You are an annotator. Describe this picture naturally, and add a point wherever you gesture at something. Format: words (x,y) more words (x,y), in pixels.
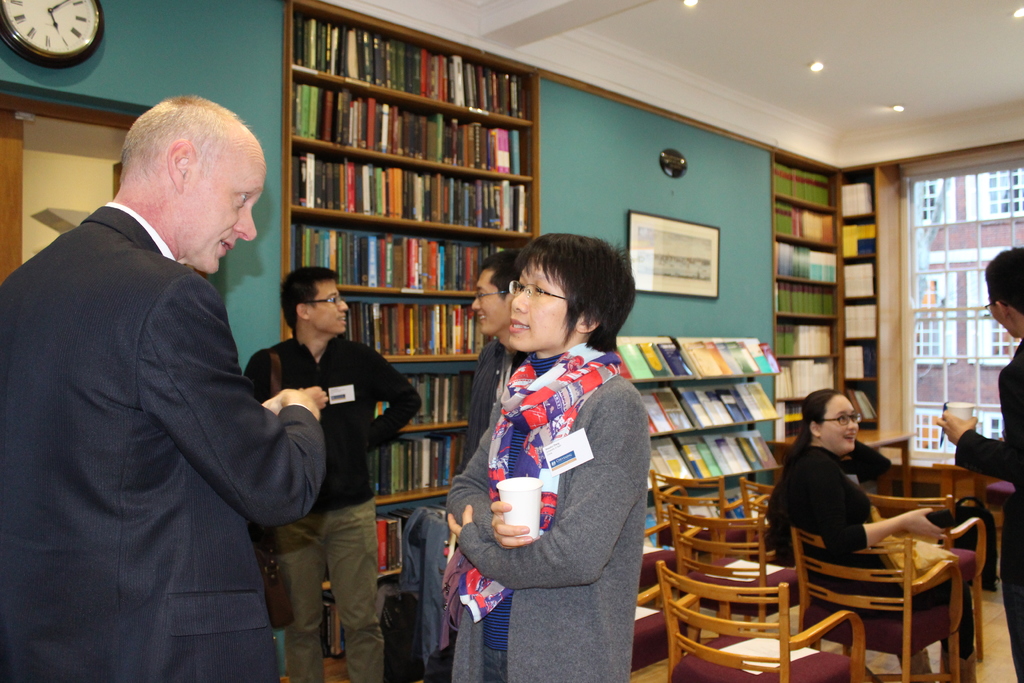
This is the picture inside of the room (966,115). There are group of people (558,462) in the image. There are books (828,259) in the cupboard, there is a photo frame (655,215) on the wall (663,141). At the back (954,376) there is a building (953,341), at the top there are lights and at the front (747,558) there are chairs (725,618).
